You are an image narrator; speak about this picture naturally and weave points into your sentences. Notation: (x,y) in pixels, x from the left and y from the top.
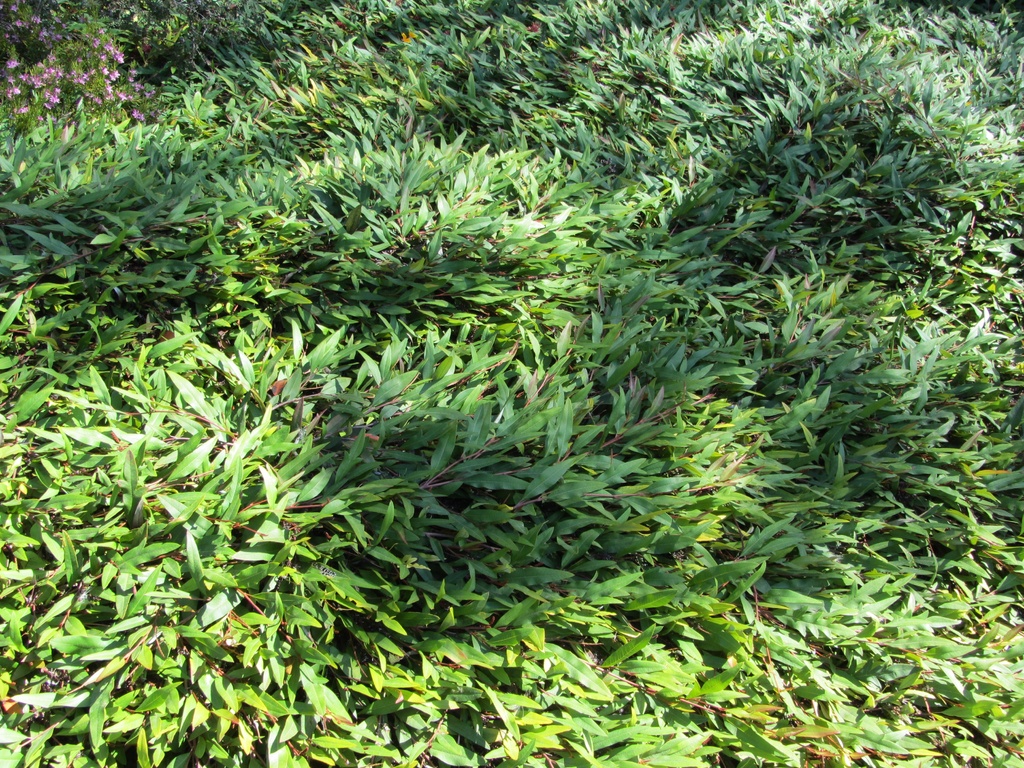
In the image we can see some grass (196,128). In the top left corner of the image (125,94) there are some flowers (139,114).
